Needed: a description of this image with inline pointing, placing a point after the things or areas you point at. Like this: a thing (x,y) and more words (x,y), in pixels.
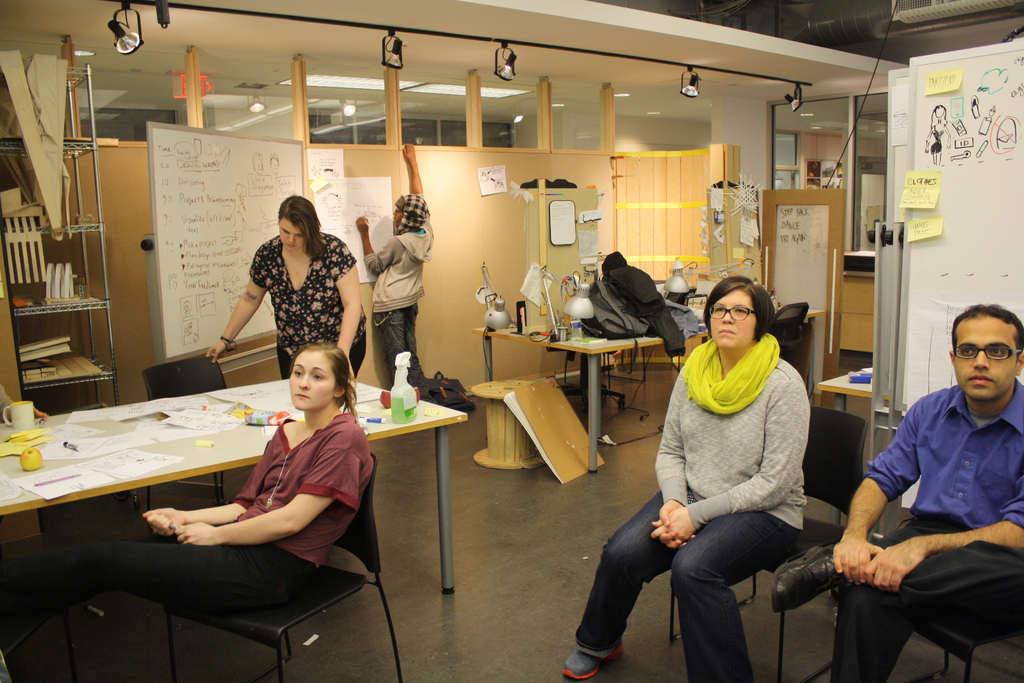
This is an inside view of a room (328,666). Here I can see three persons (334,461) are sitting on the chairs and looking at the left side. Two persons (345,305) are standing. In the background (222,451) there are few tables (244,429) on which papers (161,436), lamps (587,306) and many other objects (519,315) are placed and also there are many boards (175,254) on which I can see the papers (340,212) and text (226,205). On the left side (71,141) there is a rack (73,125) in which books (46,357) and some other objects (40,344) are placed. There are few objects (504,443) on the floor (494,523). In the background (357,106) there is a glass (793,149) and also I can see few lights (344,108) to the ceiling (559,31).
